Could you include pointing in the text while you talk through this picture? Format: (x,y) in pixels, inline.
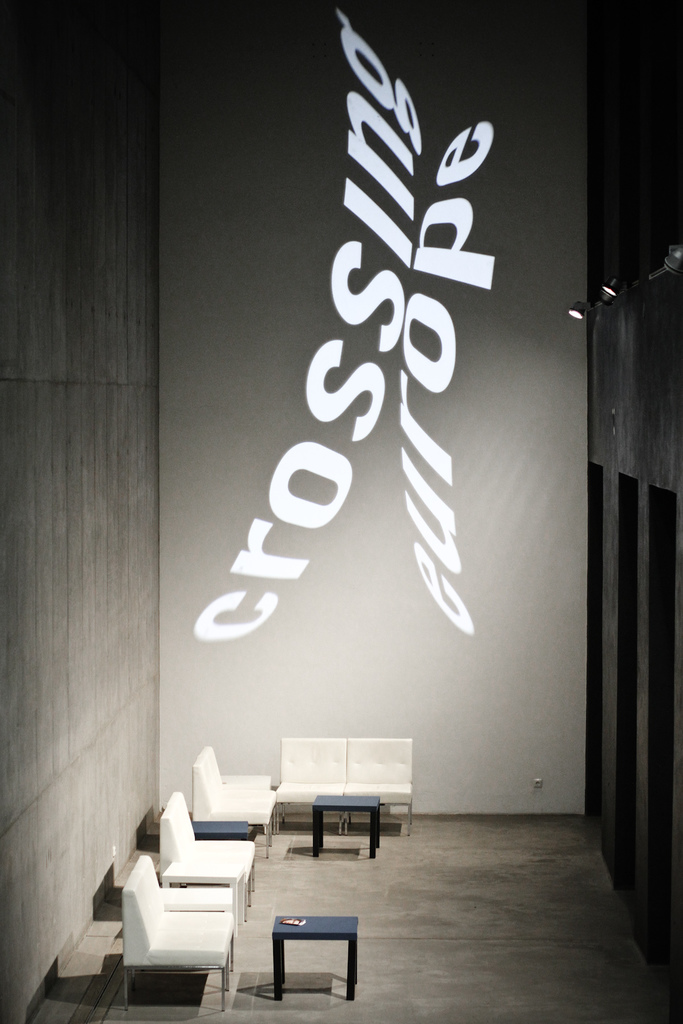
This is an indoor picture. Here we can see chairs (347,789) and tables (332,924) on the floor (468,956). These are lights (610,302). Here we can see a text (382,90) stating "Crossing Europe".
